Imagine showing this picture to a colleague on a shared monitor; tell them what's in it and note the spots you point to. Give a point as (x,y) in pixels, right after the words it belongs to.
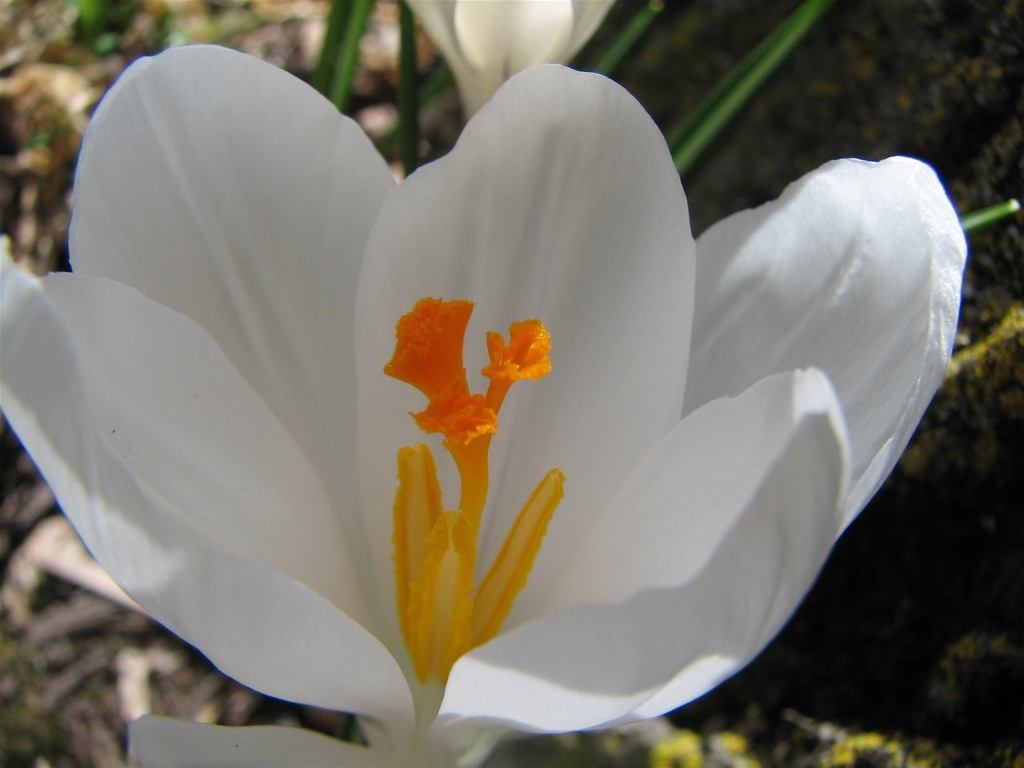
There is a flower (457,375) which is white and orange in color.
